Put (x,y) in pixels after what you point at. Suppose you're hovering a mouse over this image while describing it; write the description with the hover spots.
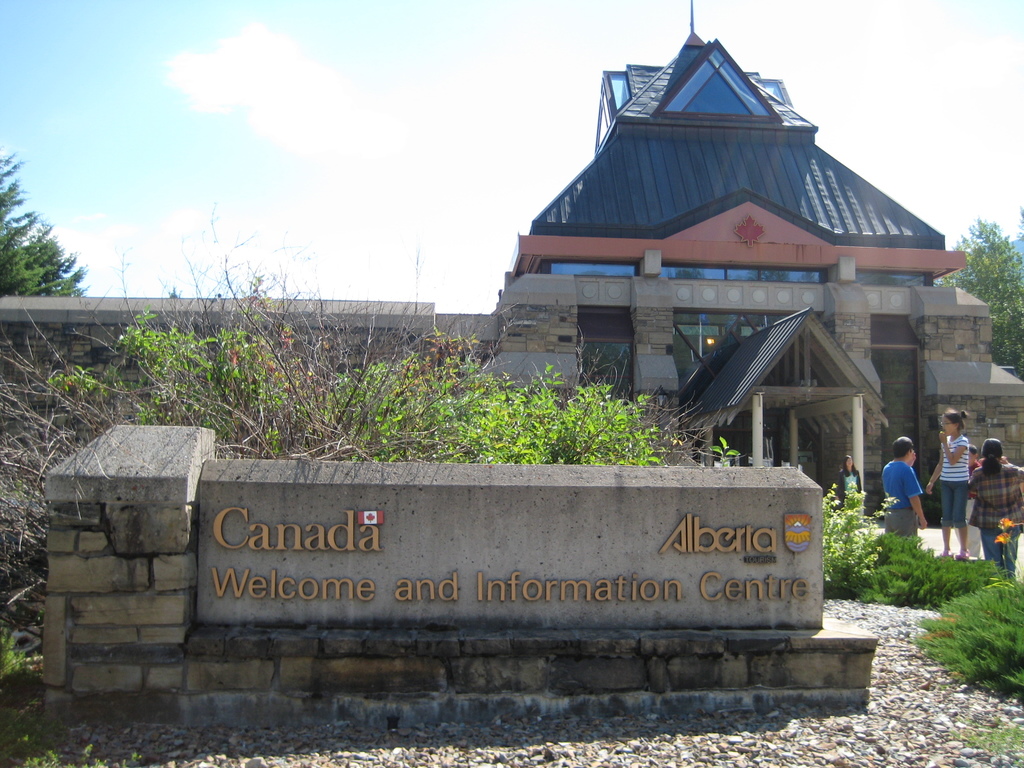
In this picture, it looks like a name board (355,540). Behind the name board (351,472), there are trees (473,334), building (622,225) and the sky (365,136). On the right side of the image (961,486) there is a group of people (893,490), grass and stones (856,766).
